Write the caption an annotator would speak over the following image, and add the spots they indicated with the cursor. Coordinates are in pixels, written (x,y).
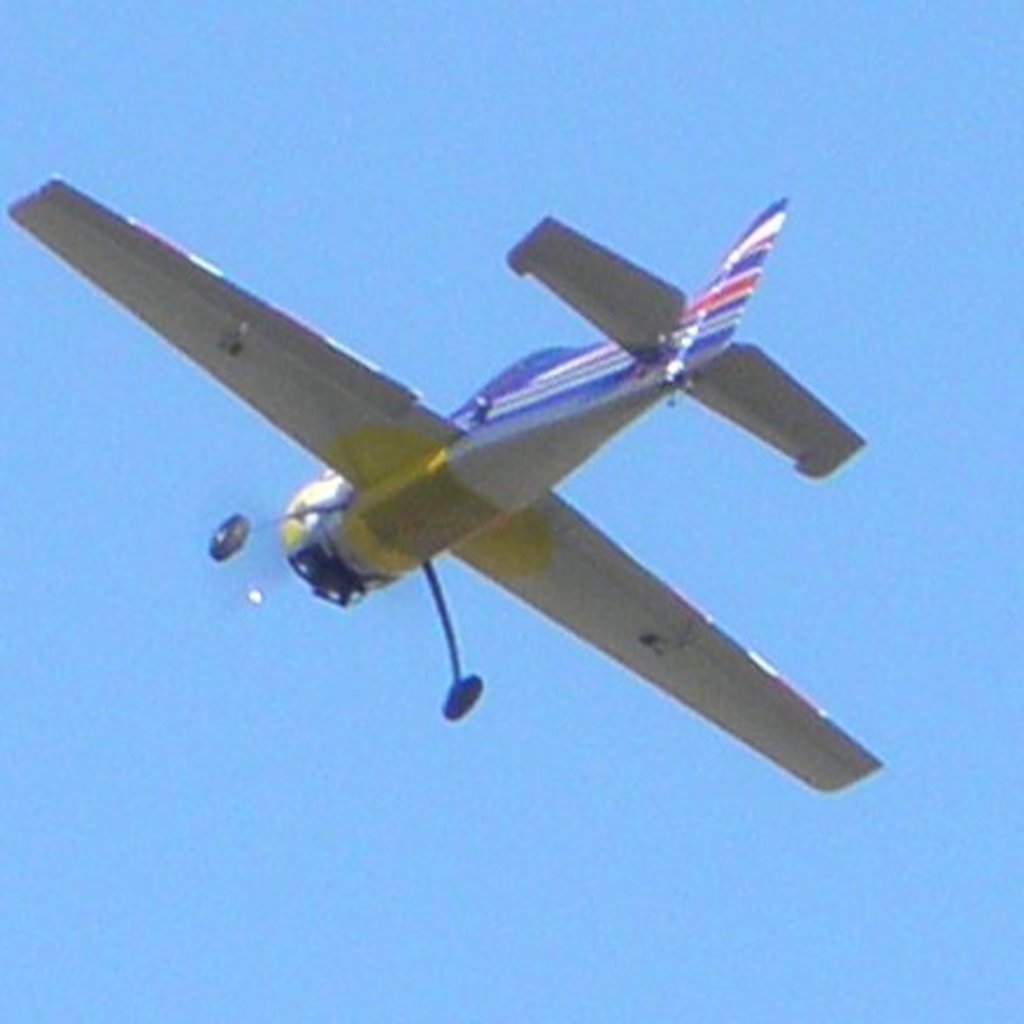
In this picture we can see an airplane (606,294) flying in the sky (780,773).
